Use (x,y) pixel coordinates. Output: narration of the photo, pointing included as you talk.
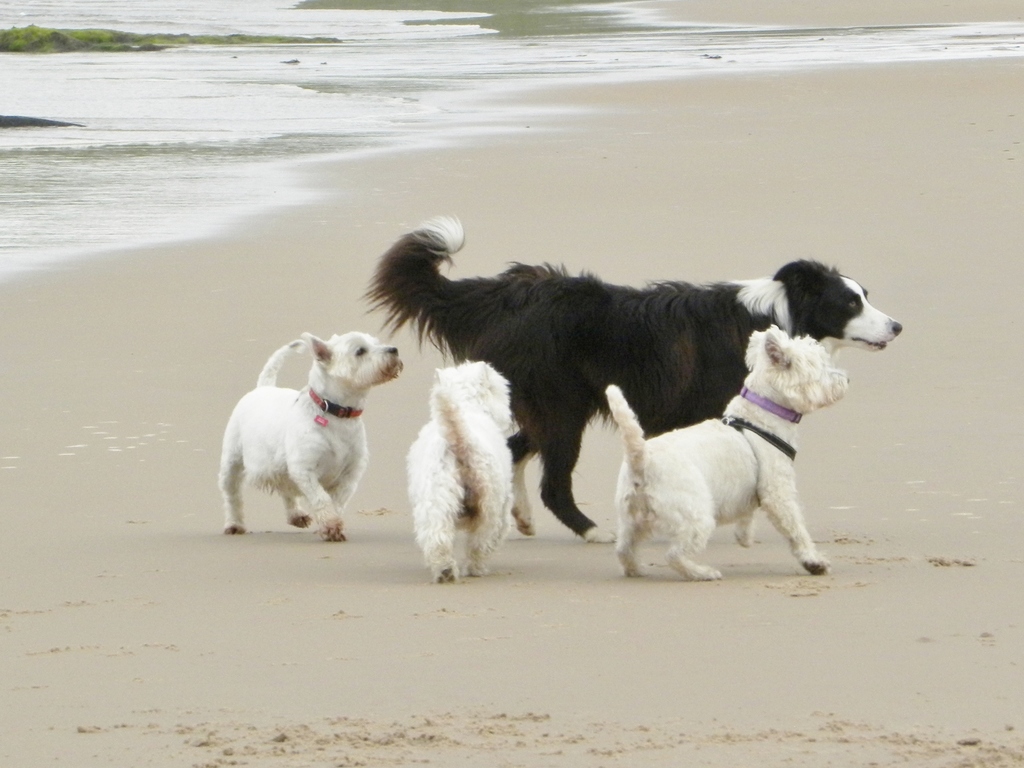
In this image there is water (353,90) towards the top of the image (214,86), there is grass (71,38) towards the left of the image (88,35), there is sand (495,212), there is a dog (605,316), there are three puppies (418,449).
